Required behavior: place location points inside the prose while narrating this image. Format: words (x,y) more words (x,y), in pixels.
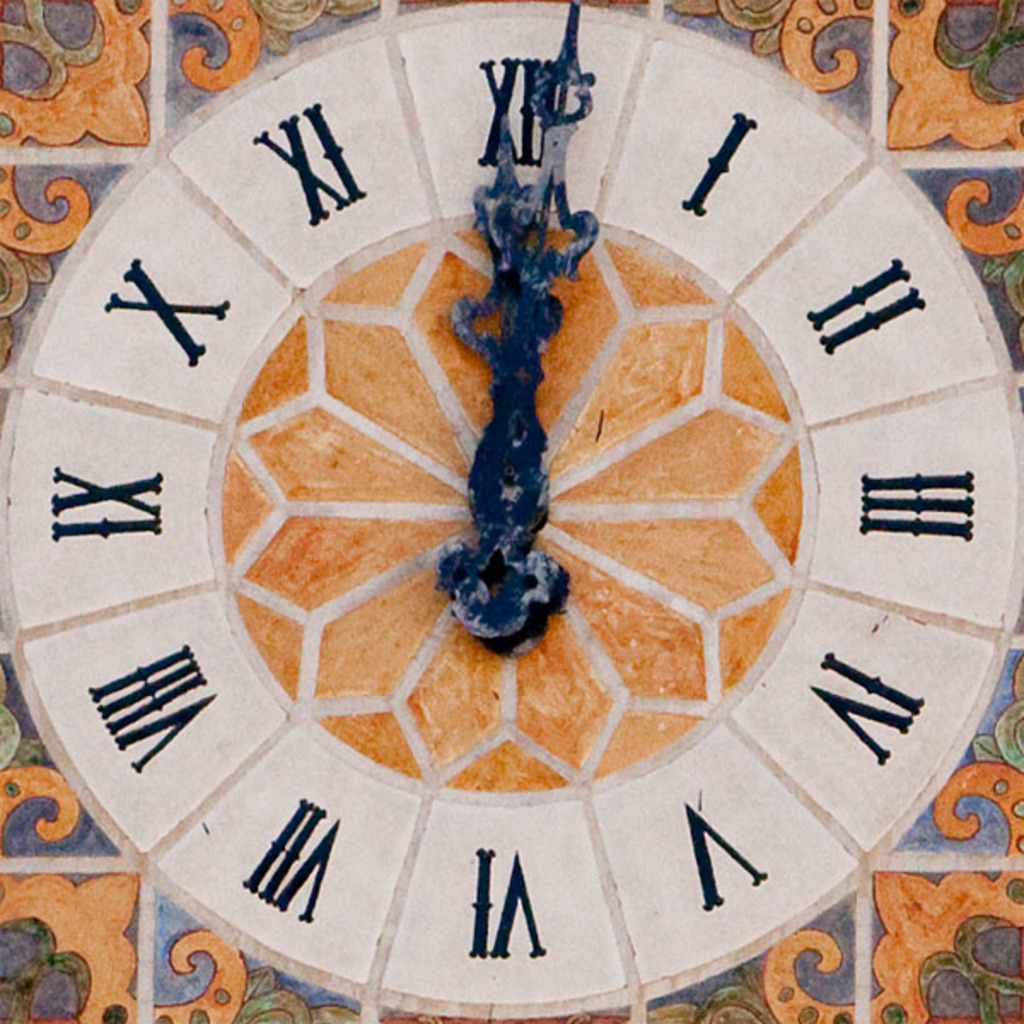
In this image I can see a clock (770,482) attached to the wall (989,96).
